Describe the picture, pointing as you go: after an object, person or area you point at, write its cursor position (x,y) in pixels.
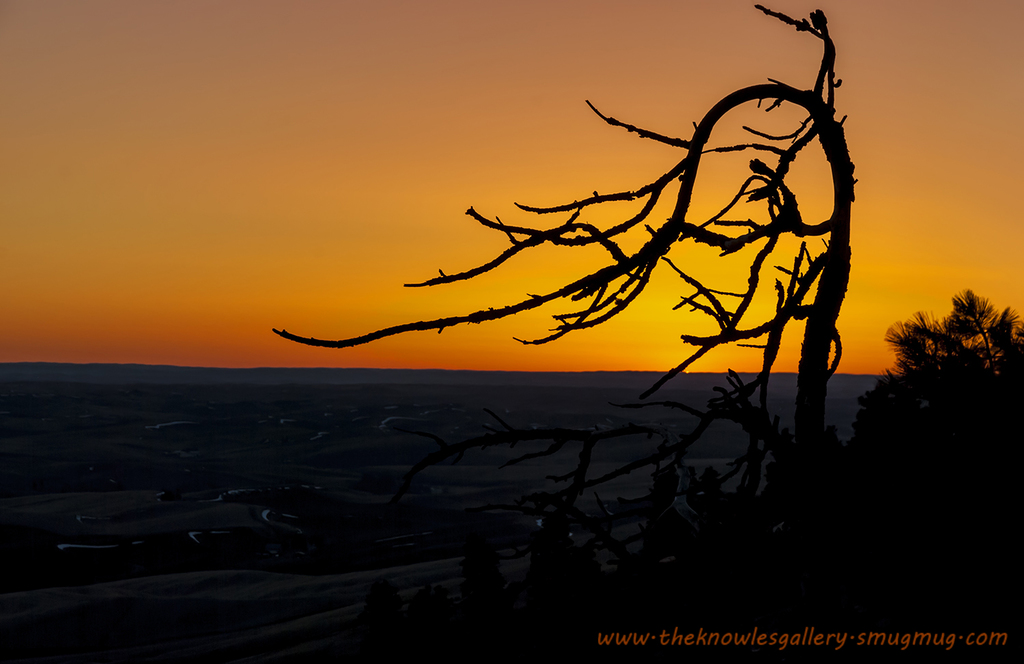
This image seems like an edited image. At the bottom (806,628) there is a text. In the middle (668,402) there are trees (746,390), branches (564,296), water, sky (351,266).
